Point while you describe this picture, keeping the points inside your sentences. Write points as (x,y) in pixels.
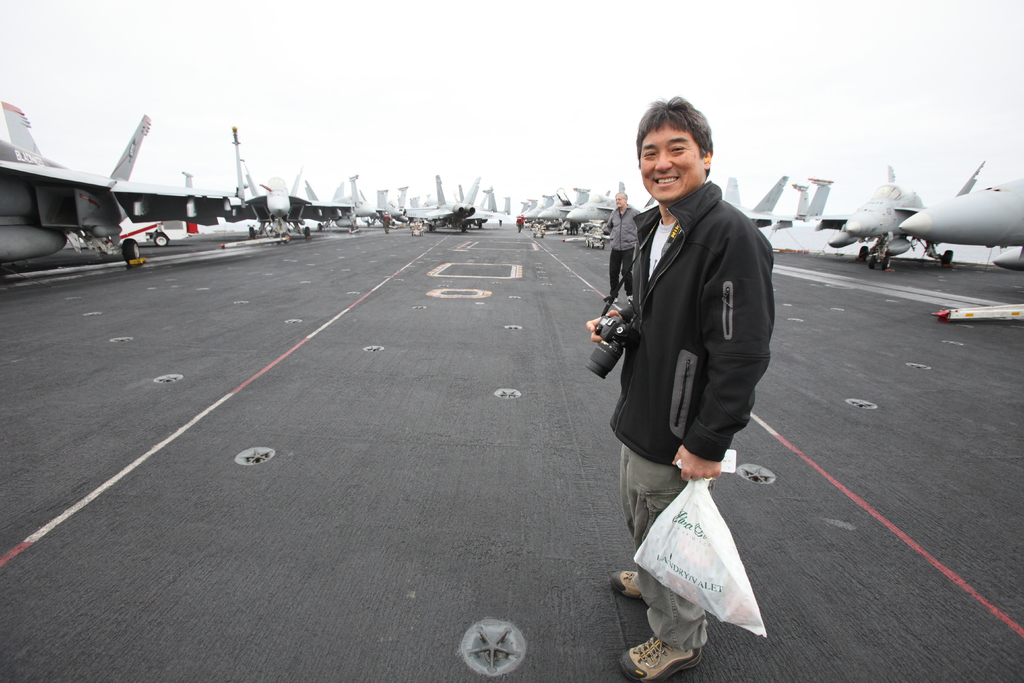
In this picture we can see a man (707,316) wearing black color jacket (692,345) and holding the camera (618,352) in the hand (613,312) and cover (690,519), standing on the runway (623,541). smiling and giving a pose on the camera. Behind there are many aircraft (950,232) parked on the runway (543,360).
